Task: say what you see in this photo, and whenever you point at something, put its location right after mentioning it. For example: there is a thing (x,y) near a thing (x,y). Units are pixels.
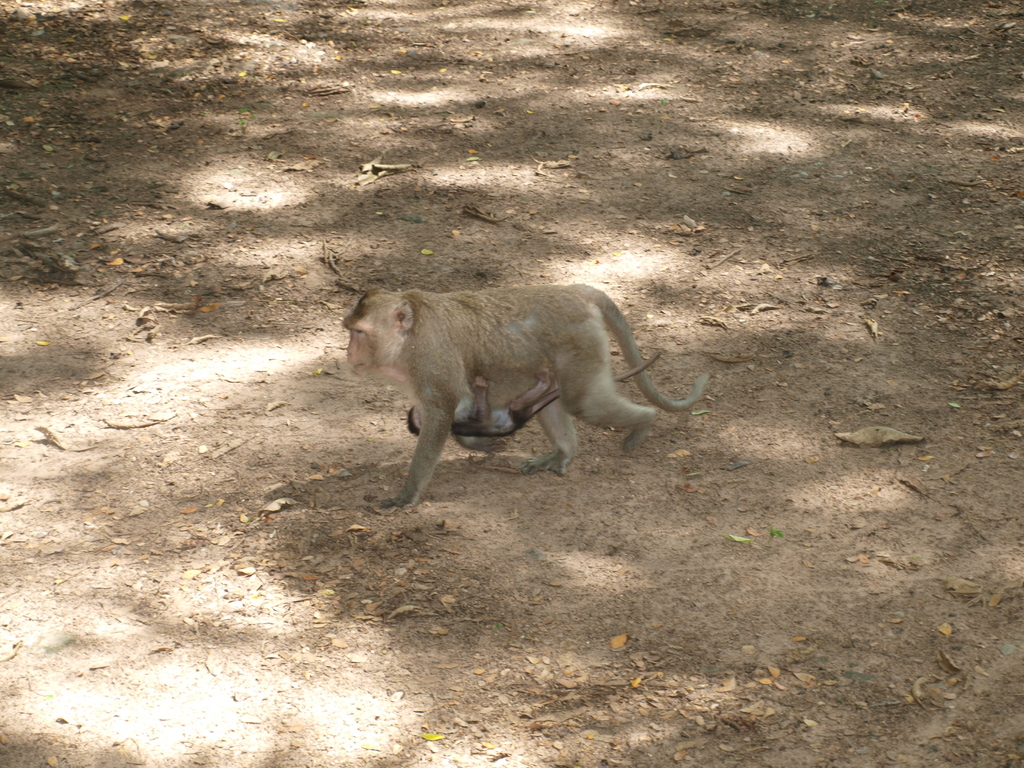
In the image in the center (430,429), we can see one monkey (432,305), holding a baby monkey (505,428).
